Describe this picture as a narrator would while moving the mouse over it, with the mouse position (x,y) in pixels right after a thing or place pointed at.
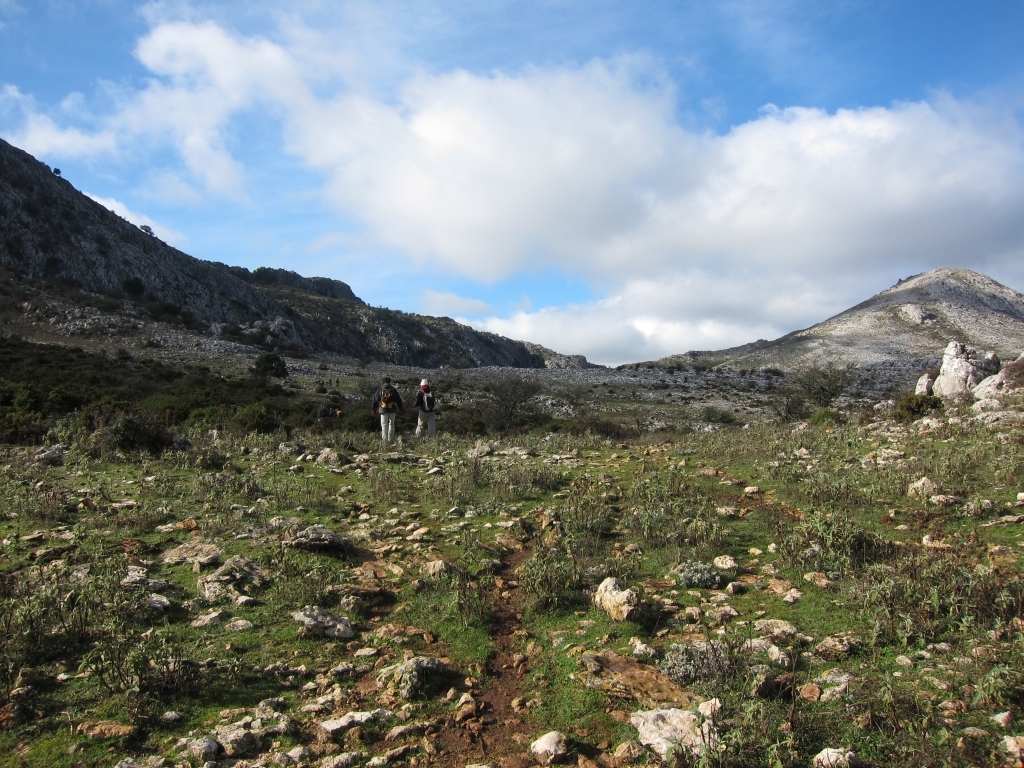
In this image in the center (421,416) there are two persons (392,424) who are standing and at the bottom (640,577) there is grass (940,596) and some rocks (946,367), in the background (713,379) there are some mountains (11,282). At the top of the image (586,120) there is sky (744,150).
